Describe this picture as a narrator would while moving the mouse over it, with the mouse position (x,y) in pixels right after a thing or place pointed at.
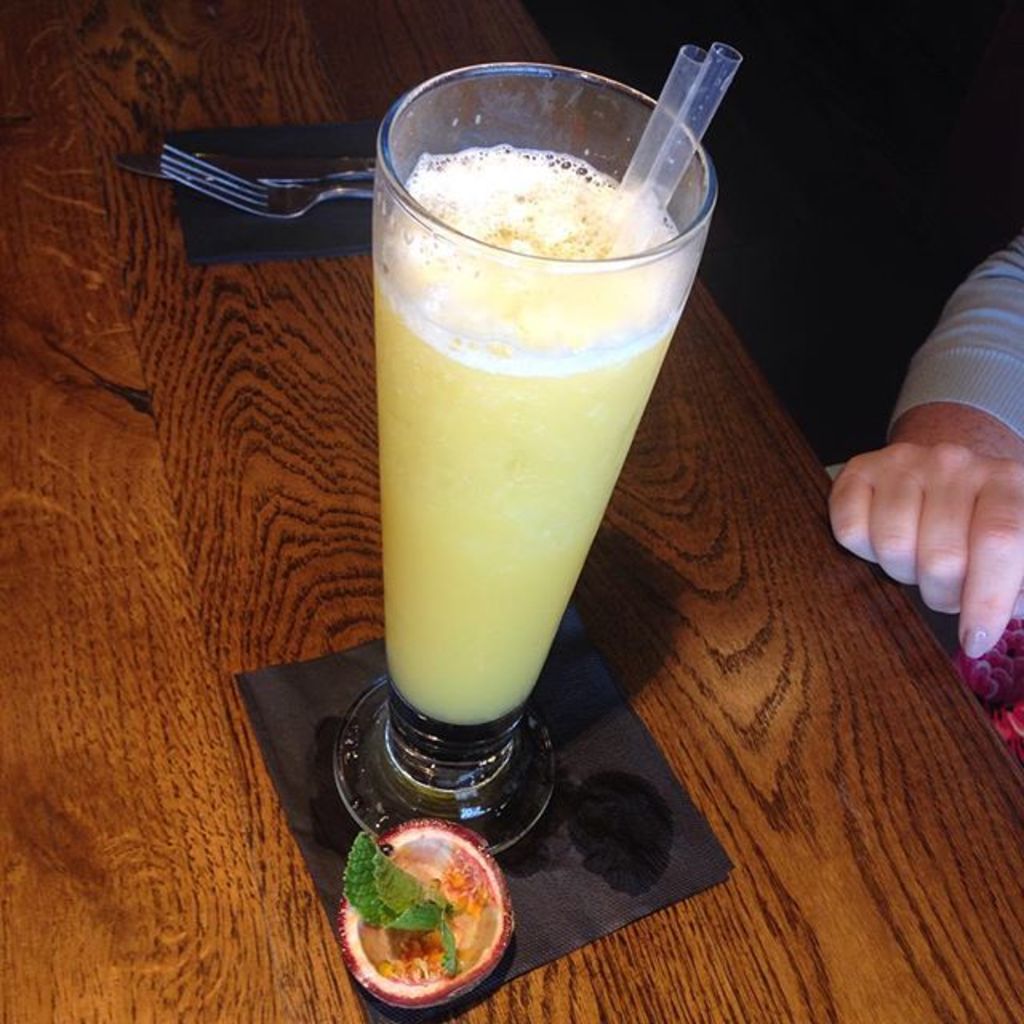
In this image on the table (116,243) we can see fork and knife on a paper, glass (544,548) with liquid (543,285) and two straws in it and leaf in an object (350,927) are on a paper (320,746). On the right side (1011,487) we can see a person's hand (918,490). In the background (820,110) the image is dark.
